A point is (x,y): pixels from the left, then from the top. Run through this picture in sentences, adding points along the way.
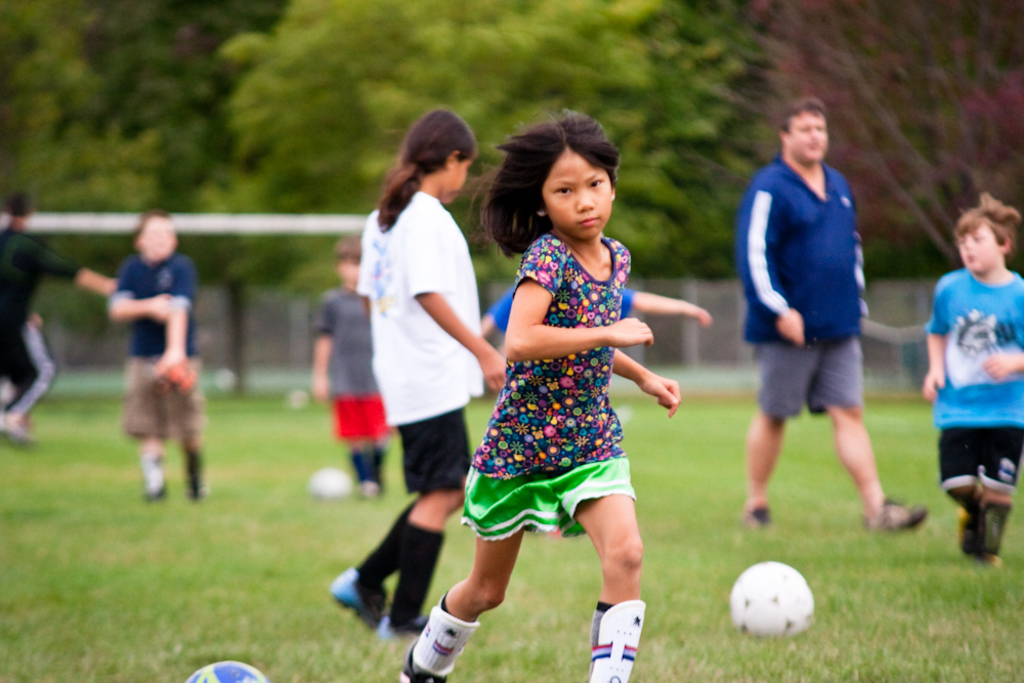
In this picture we can see group of people (497,400) and balls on the grass (568,581), in the background (102,80) we can see metal rod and few trees (348,177).
